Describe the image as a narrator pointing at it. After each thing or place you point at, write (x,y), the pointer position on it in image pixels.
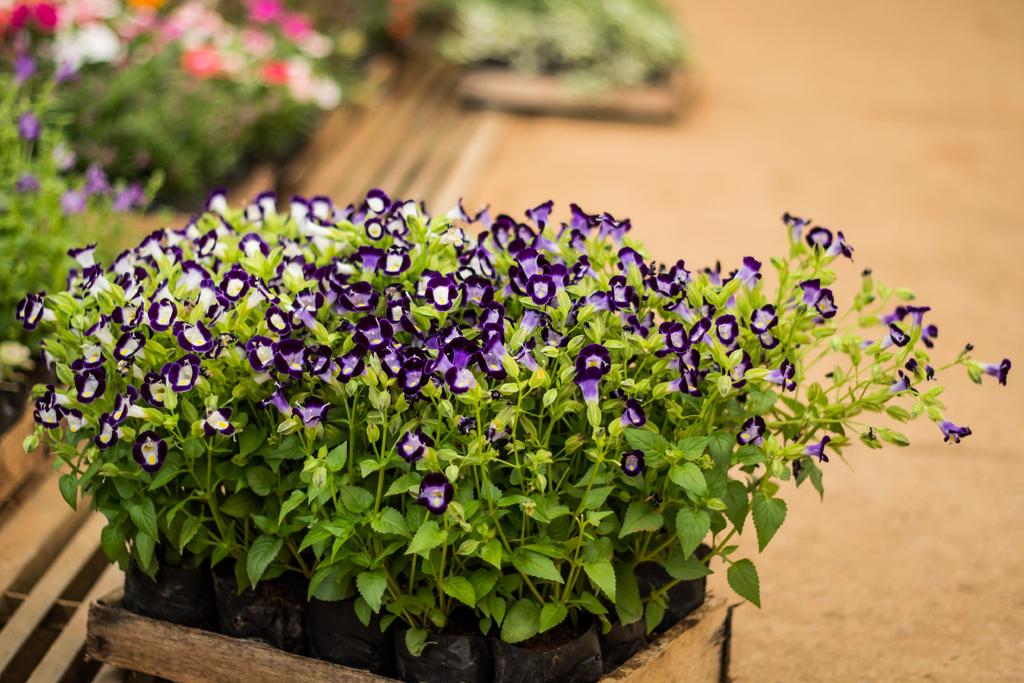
In the image there are small flower plants (358,373) and the background of the plants (449,250) is blur.
